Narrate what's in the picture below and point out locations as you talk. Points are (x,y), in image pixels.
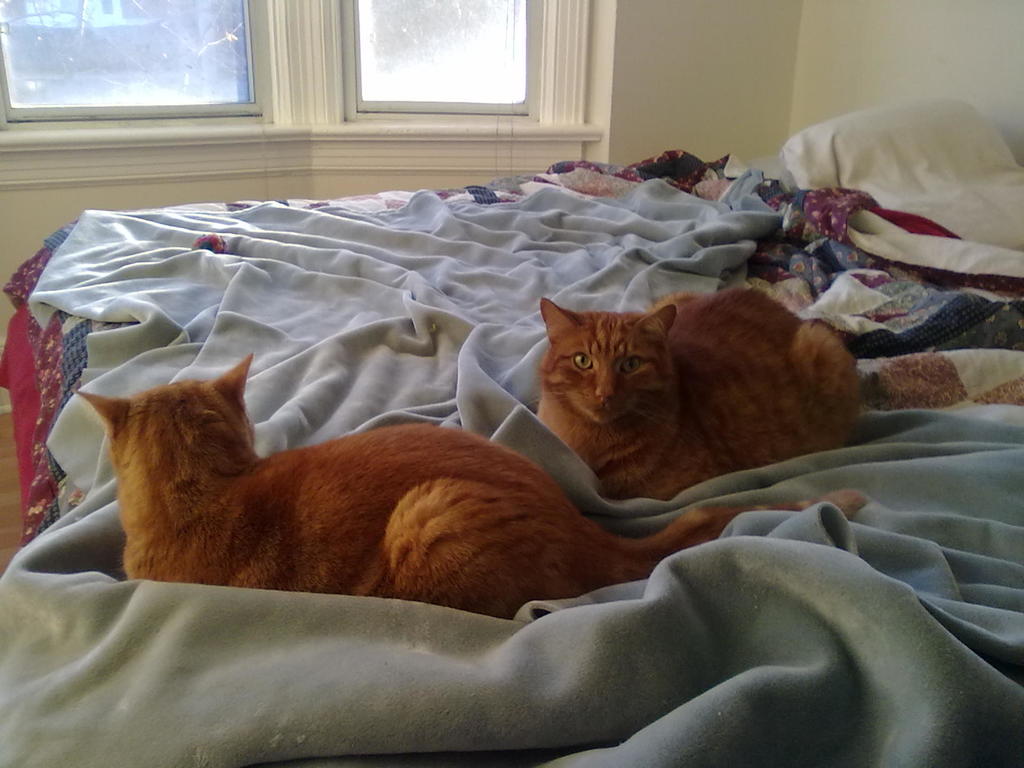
There are two cats (342,463) lying on the bed (460,328). There is a blanket (459,334) on the bed (399,326). Cats (463,525) were in brown color. In the background (711,53) there is a wall (750,50) and a window (420,55) here.
